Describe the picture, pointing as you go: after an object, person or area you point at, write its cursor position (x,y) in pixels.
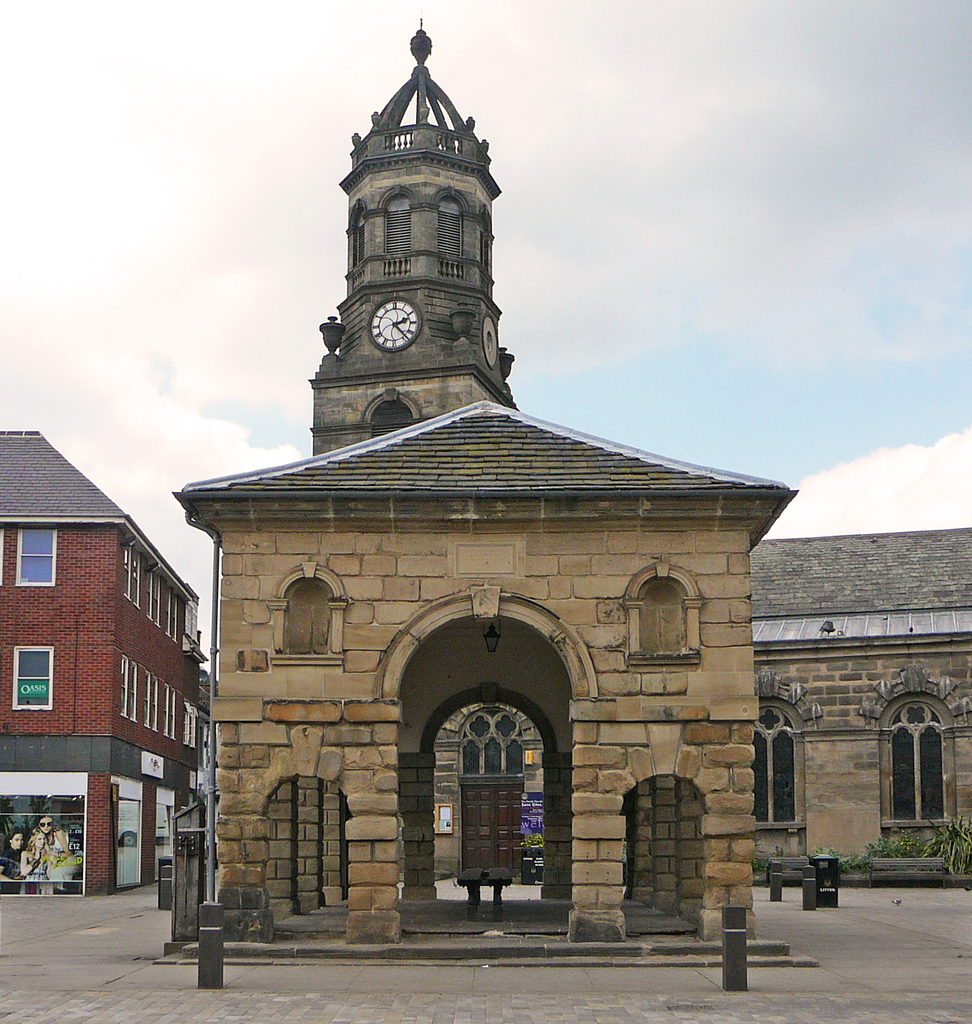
In this image there are buildings (415,628). To the left (28,847) there is a banner (47,853) on the building (65,807). On the banner (6,847) there are pictures (41,847) of a few people (44,852). To the right (967,841) there are plants (891,847) near to the house (868,825). In front of the building (883,813) there is a dustbin (833,891) on the ground (844,898). There is a clock (389,310) on the wall (419,314) of a building (375,310). At the top (305,20) there is the sky (479,41).
